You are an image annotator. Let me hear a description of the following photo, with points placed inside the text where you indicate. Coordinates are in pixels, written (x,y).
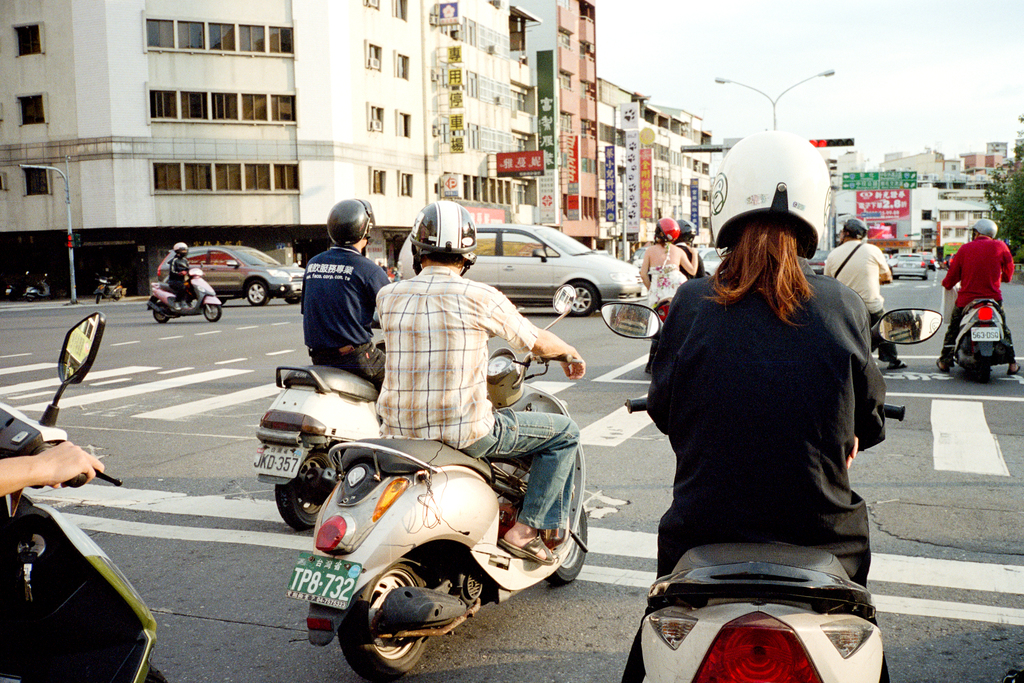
Vehicles (533,290) on road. Few persons (669,254) are riding motorcycles (331,470). Far there are buildings (307,145) with windows (207,178).
